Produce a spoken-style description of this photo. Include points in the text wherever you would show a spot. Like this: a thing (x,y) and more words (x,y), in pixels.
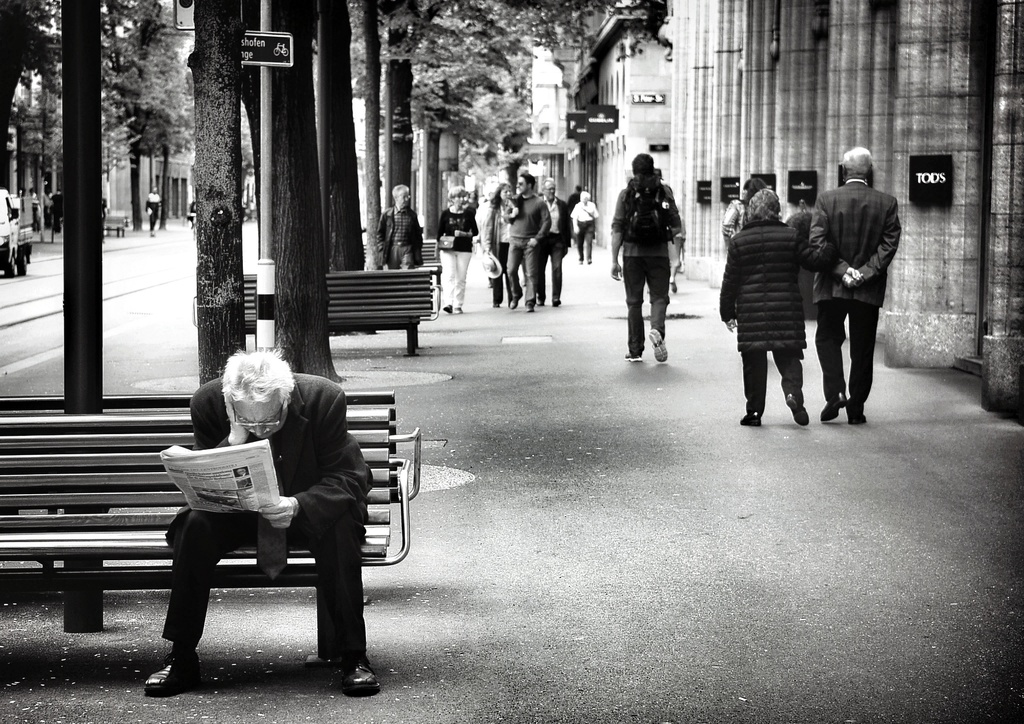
In this image, group of people (782,364) are there. In the left (297,477), a person (321,519) is sat on the bench (413,498), he is reading news paper (221,486). And back side, we can see wall (732,104), pillars (691,113), boards (616,109), trees (273,160), plants (431,136), rods (80,246), road (134,267). Few are wearing a bags (635,241) and one is holding a hat (487,269), some items (496,260). Few are walking on the side platform (584,276).
